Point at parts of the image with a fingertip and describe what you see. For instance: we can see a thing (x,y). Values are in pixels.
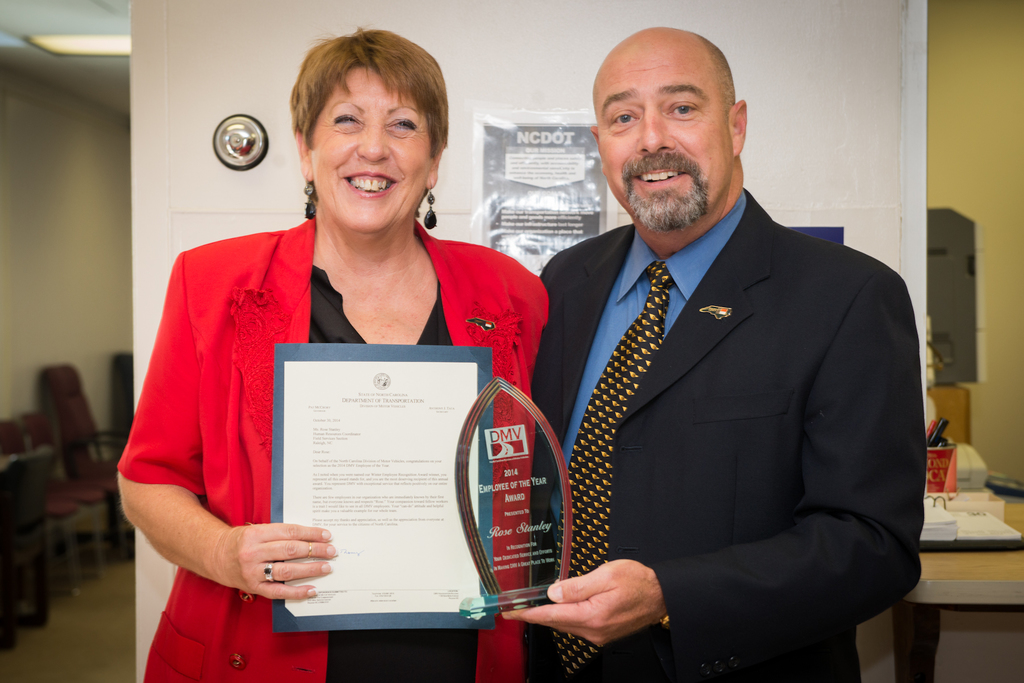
In this image I can see two persons (617,646) are standing on the floor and holding a certificate (376,448) and a trophy (548,553) in hand (599,568). In the background (1016,403) I can see a wall (165,147), chairs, table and a board (603,217). This image is taken may be in a hall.
